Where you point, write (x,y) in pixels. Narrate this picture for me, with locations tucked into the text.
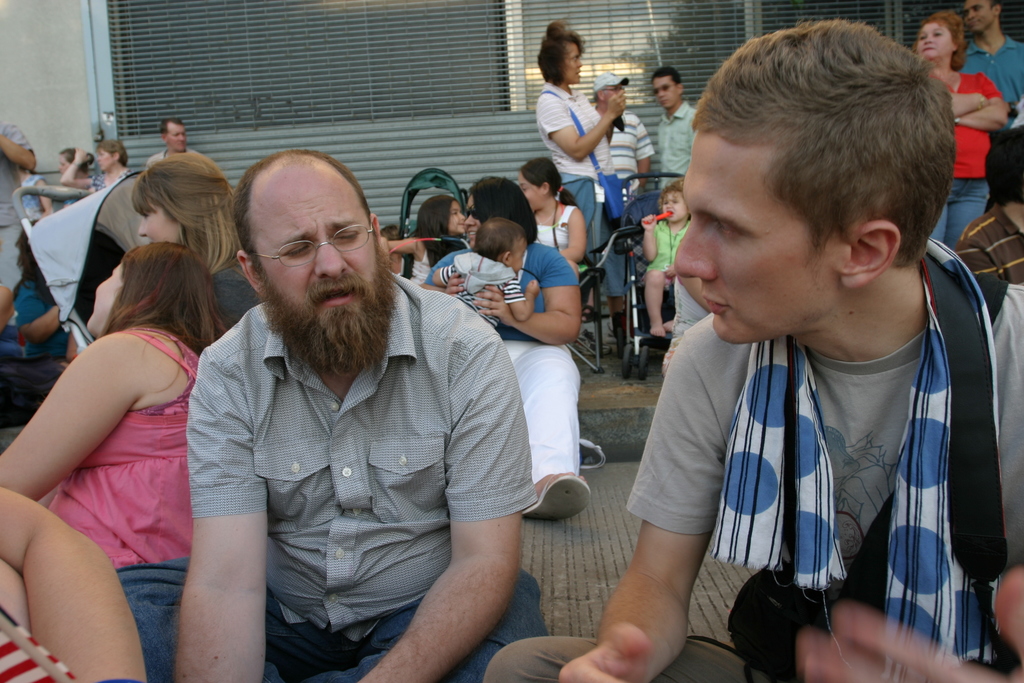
In this image we can see a few people (454,333) sitting on the ground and a few people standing and holding objects (603,191). And we can see a child (655,264) on the chair (636,234) and holding an object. In the background (134,121), we can see the wall (69,92) with shutters (510,95).
